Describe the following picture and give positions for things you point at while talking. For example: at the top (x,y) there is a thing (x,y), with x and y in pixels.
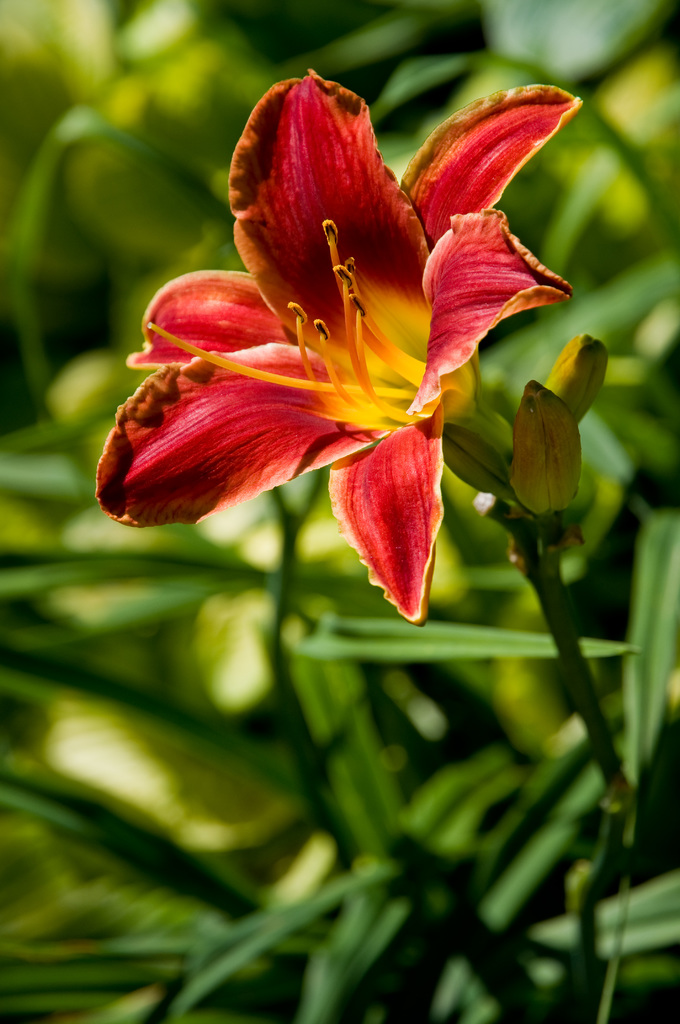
In this picture we can see a flower (247,289) and in the background (458,541) we can see leaves (59,485) and it is blurry.
